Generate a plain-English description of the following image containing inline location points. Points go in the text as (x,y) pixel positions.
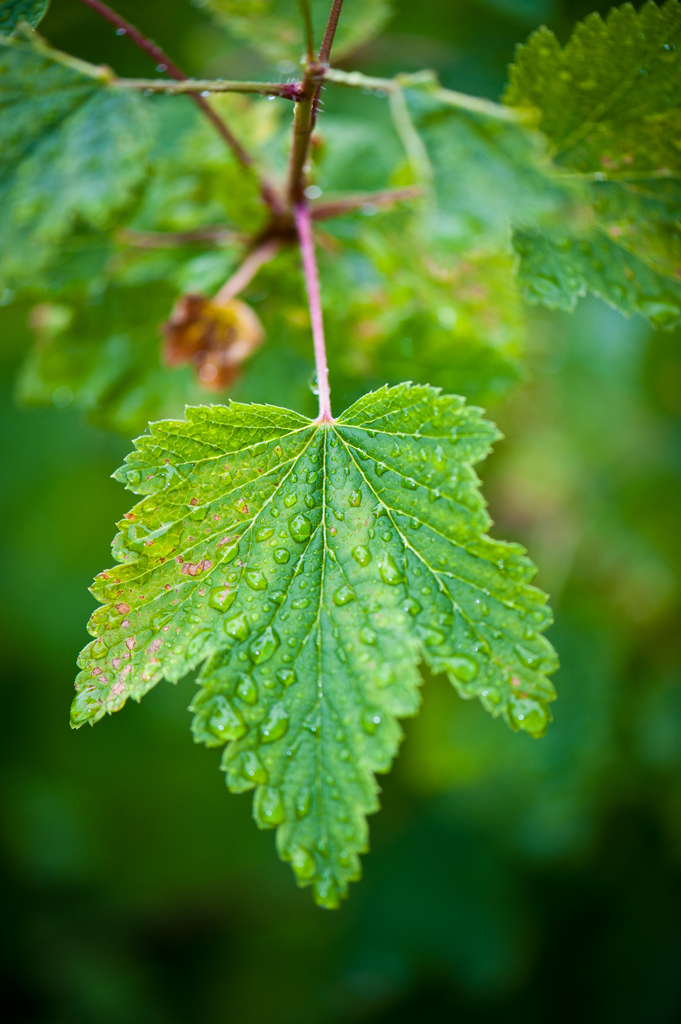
In this picture I can see the green leaves (336,575) with water drops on them.
